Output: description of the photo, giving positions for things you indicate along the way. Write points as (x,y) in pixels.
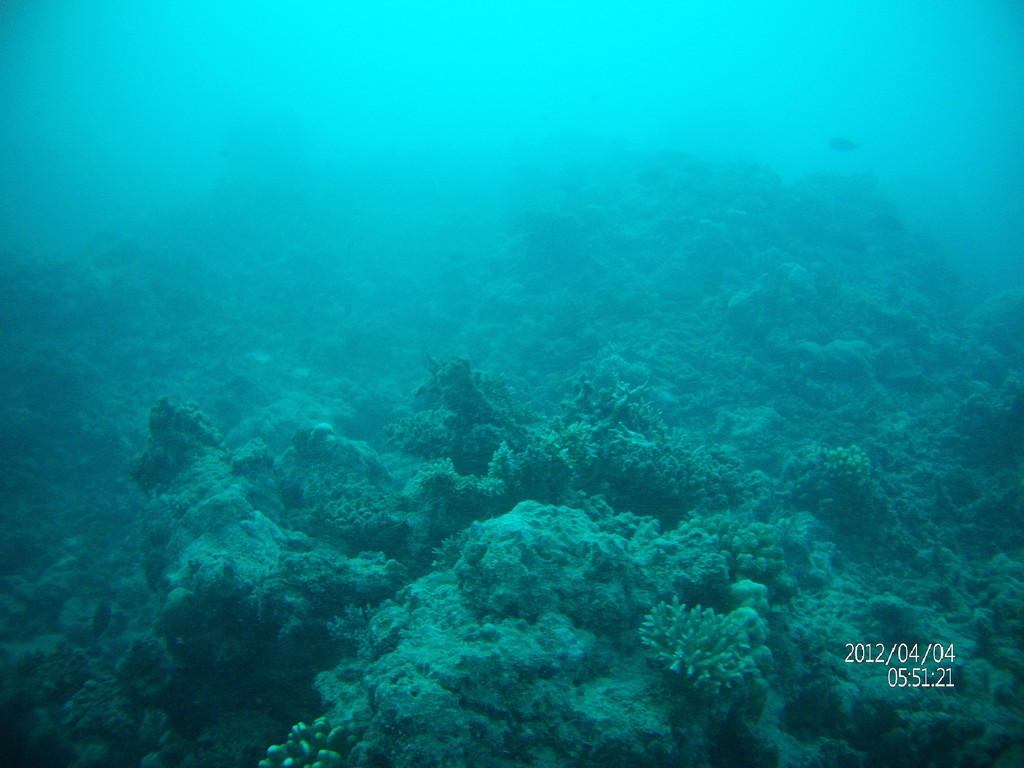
This is the picture taken under the water (319,237). In the water (111,395) those are looking like corals (485,563). On the image there is a watermark (900,659).
